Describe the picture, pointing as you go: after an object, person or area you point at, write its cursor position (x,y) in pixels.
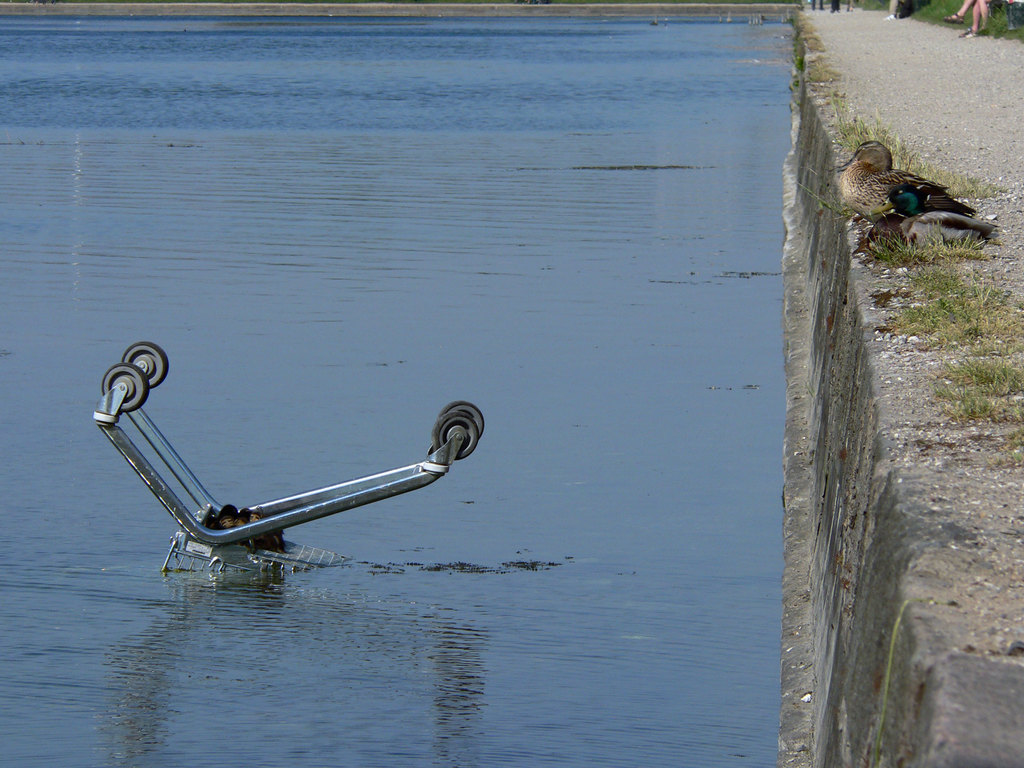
In this image I can see an object (199,566) in the water (264,456). It is looking like a trolley wheel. On the right side (935,223) there is a bird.
